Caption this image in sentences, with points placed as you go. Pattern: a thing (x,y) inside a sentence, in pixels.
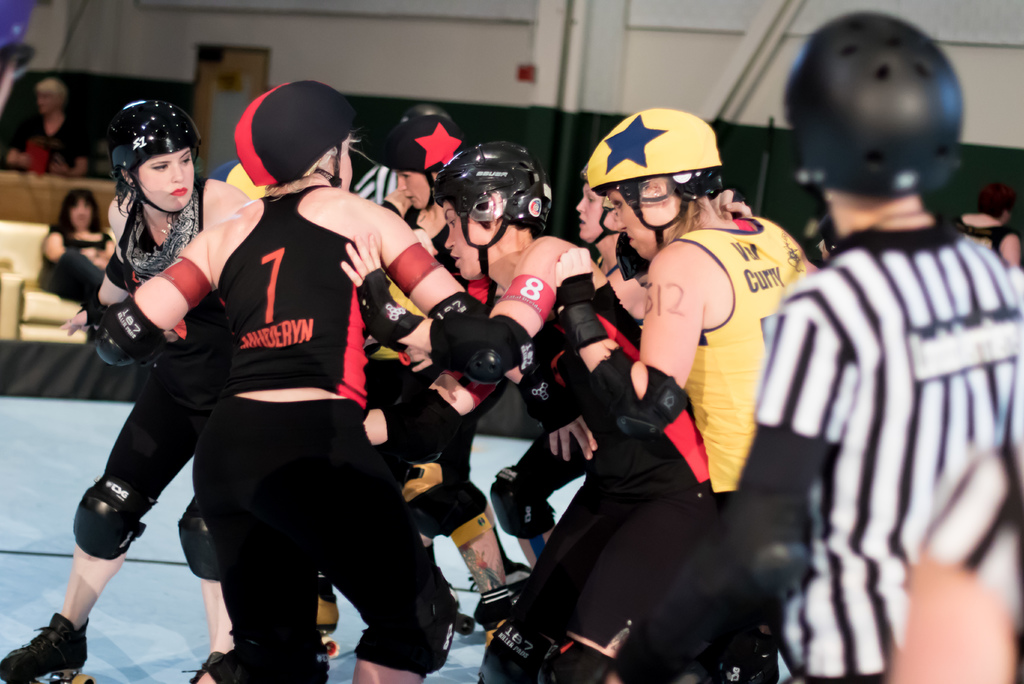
In the image we can see there are people (397,268) standing on the ground (116,657) and they are wearing roller skates (6,677) and helmet (675,176). Behind there are other people (97,232) sitting on the chair (44,294).
